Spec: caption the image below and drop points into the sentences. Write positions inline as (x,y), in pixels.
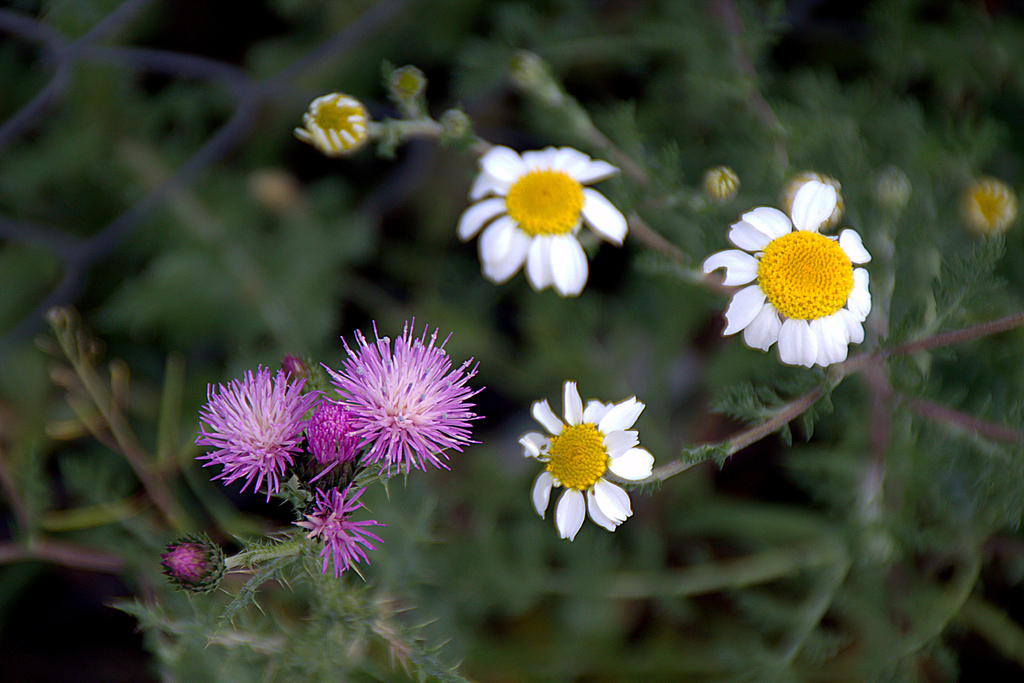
In this picture, we can see there are plants (360,458) with flowers (486,240). Behind the flowers (393,441), there is the blurred background (80,398).
